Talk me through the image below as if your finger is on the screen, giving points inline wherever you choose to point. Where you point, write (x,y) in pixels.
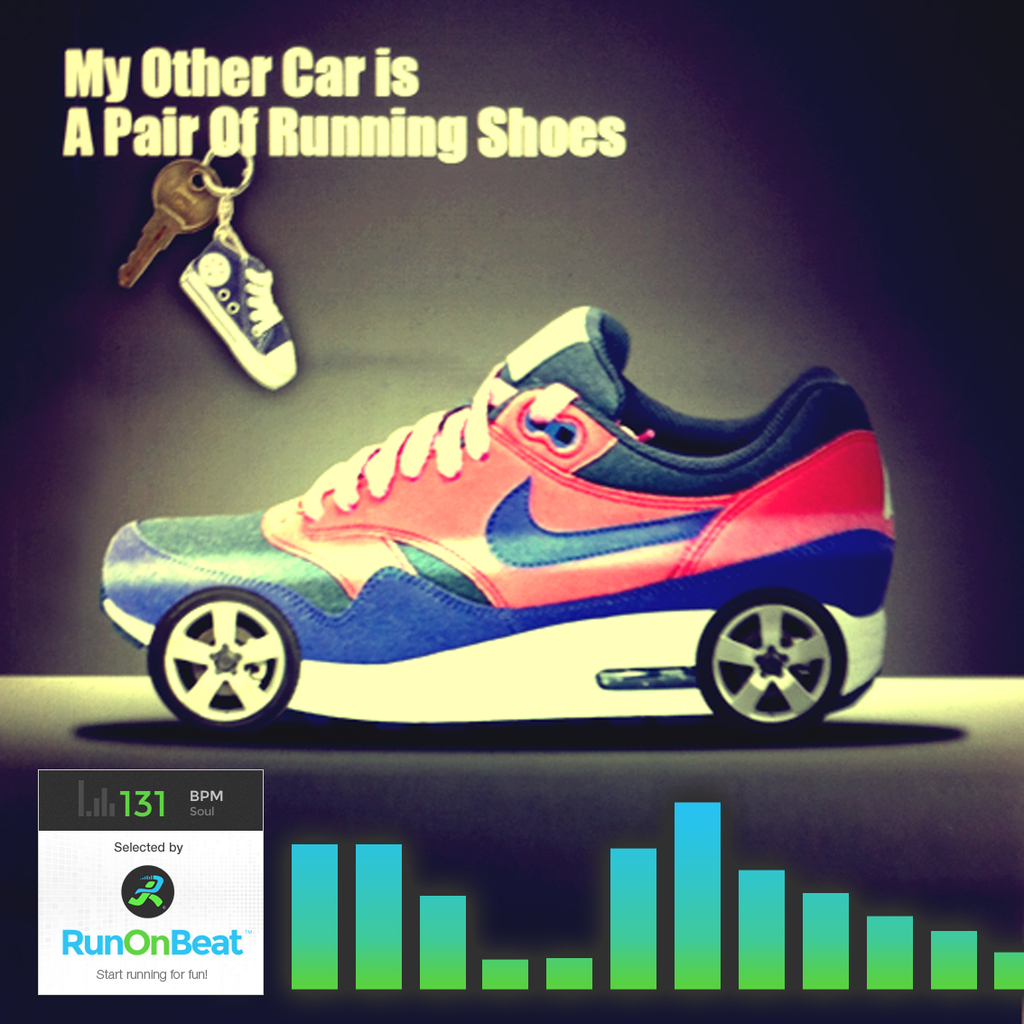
In this picture, it looks like a poster (484,566) of a shoe (390,507) and at the top of the shoe (217,538) there is a key (179,202) and a toy shoe (235,302). On the poster (197,402), it is written something and a logo (157,877).
